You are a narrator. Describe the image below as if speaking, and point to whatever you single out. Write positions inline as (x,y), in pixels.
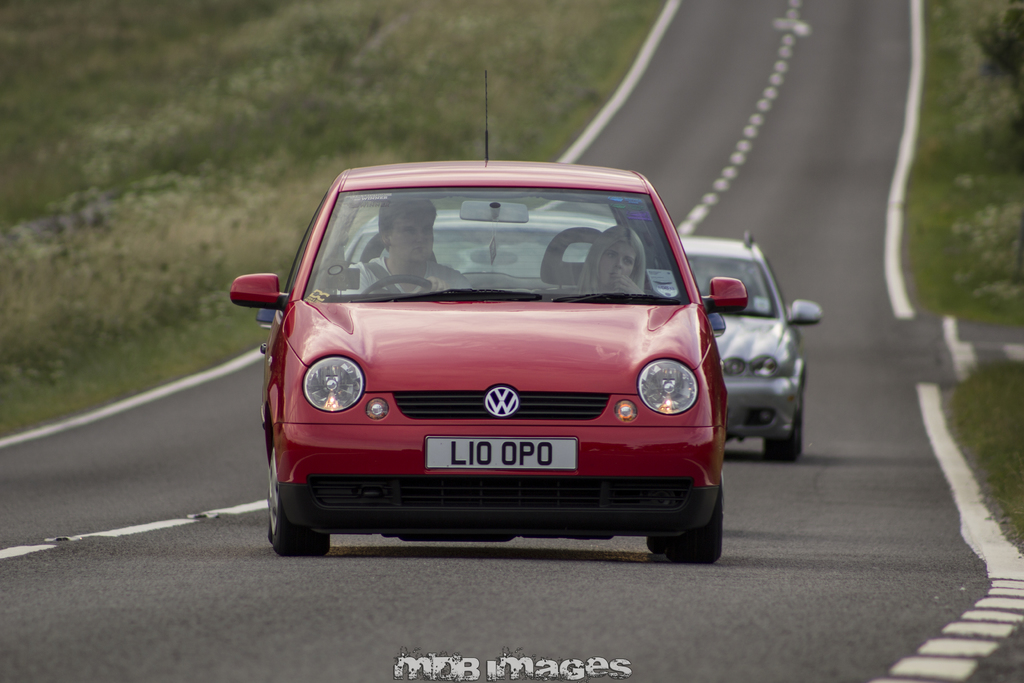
As we can see in the image there are two cars (514,355), grass (961,191) and plants (995,110). The car (466,284) in the front (490,341) is in red color. There is a person (388,265) sitting in it. The car (785,427) in the background (722,359) is in white color.
